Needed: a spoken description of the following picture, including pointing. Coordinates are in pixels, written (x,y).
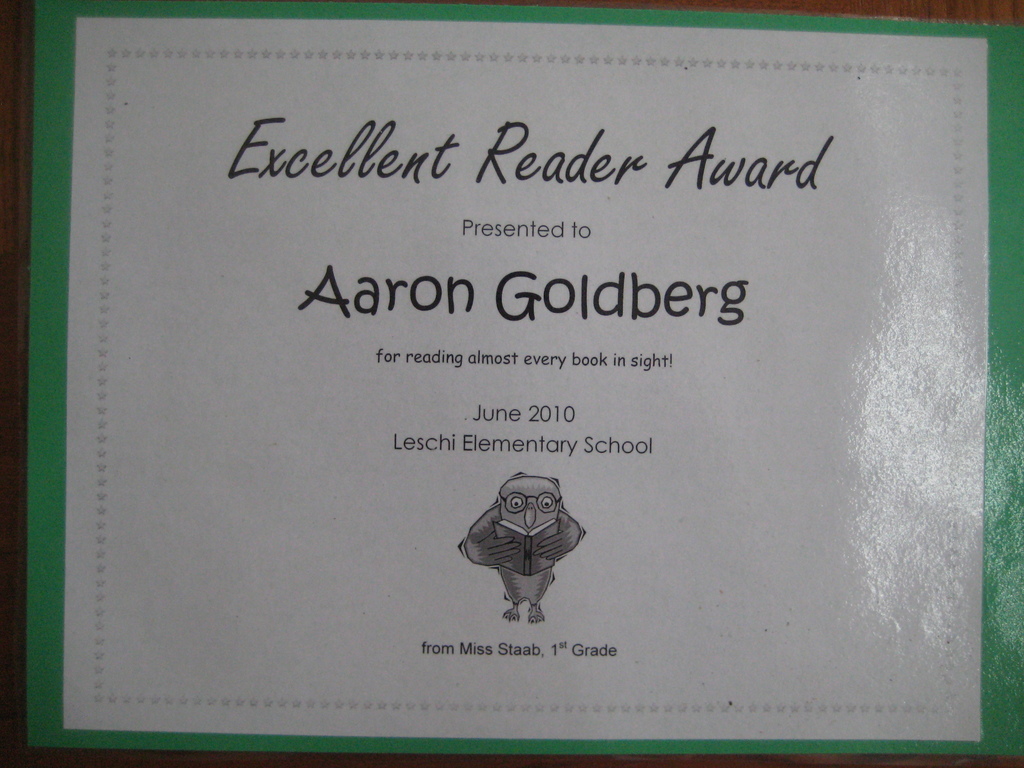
In this picture there is a paper (327,201) and there is text (712,289) and there is a picture (520,546) of a bird (551,545) holding the book (536,543) on the paper (518,354). At the bottom (890,761) there is a wooden object (1004,12).
